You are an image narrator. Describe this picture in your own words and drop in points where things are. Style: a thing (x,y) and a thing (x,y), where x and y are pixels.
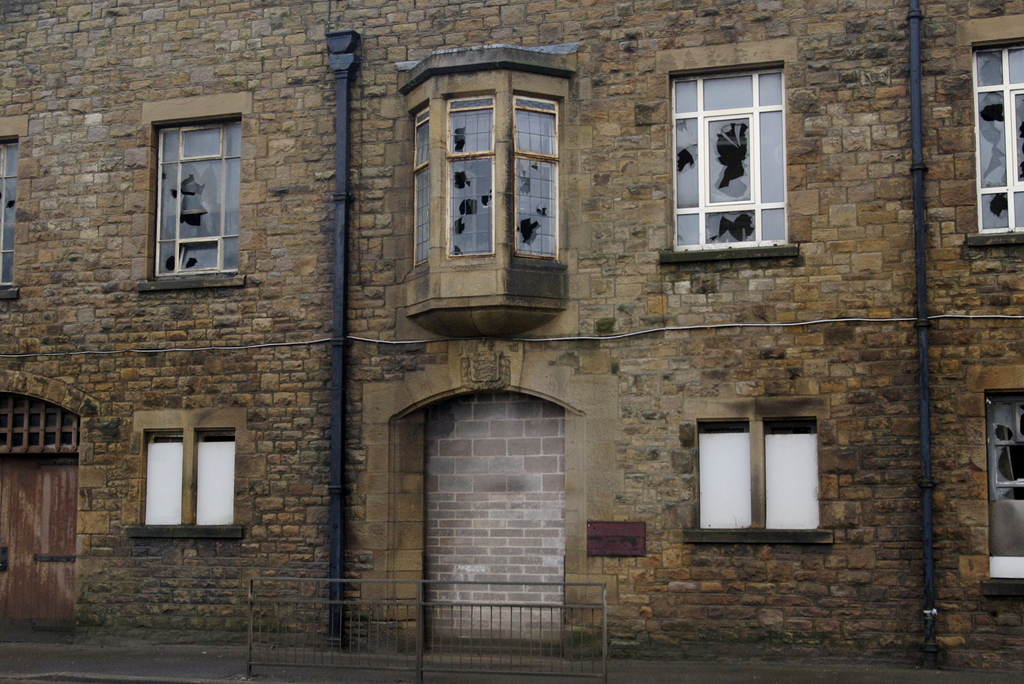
In this image there is a building (307,62) in the middle (493,445). To the building (368,192) there are windows (747,184). There are holes (460,178) to the windows (533,190). In the middle (344,248) there is a pipe (341,263).
